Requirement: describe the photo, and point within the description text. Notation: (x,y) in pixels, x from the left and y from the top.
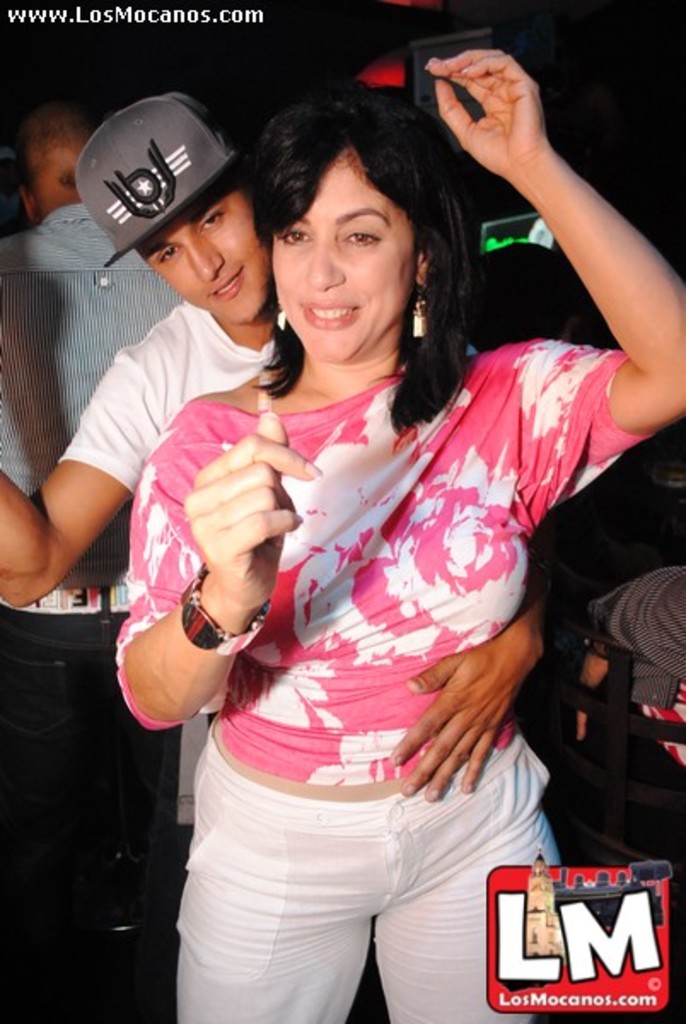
In this image I can see the group of people (401,641) with different color dresses (329,506). I can see one person (106,192) with the cap (94,170). To the right (604,778) I can see the black color object (601,770). And I can see some boards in the back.
